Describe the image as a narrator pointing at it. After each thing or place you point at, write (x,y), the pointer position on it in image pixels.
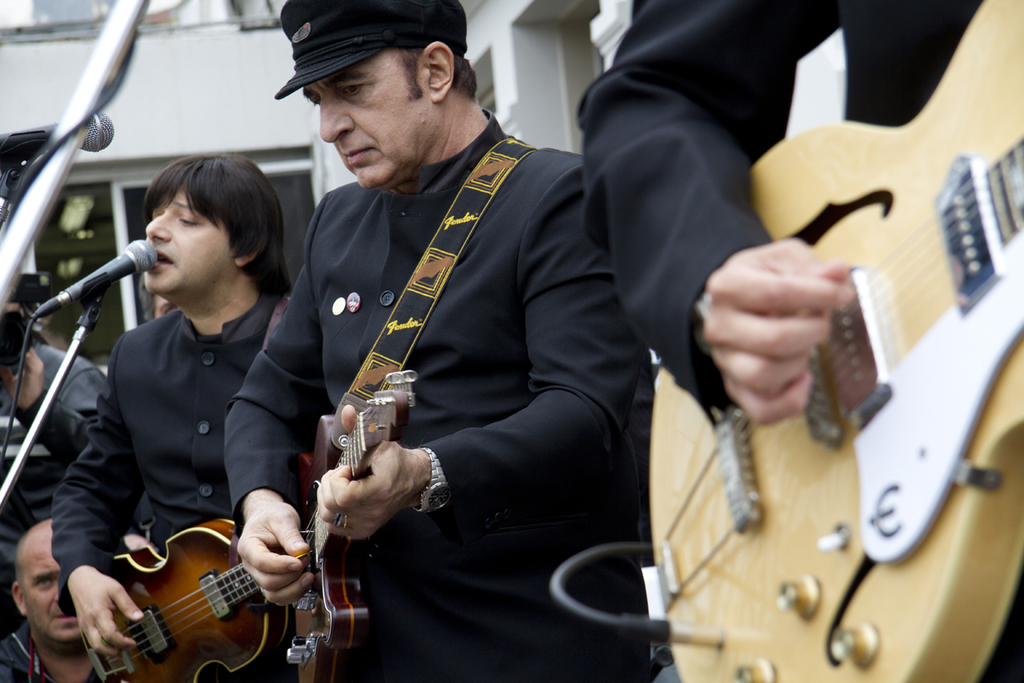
In this picture we can see three persons (161,482) are playing guitars (865,374), there are two microphones (45,142) on the left side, a person (29,413) in the background (38,387) is holding a camera (9,350), we can also see a building (210,77) in the background (194,70).
